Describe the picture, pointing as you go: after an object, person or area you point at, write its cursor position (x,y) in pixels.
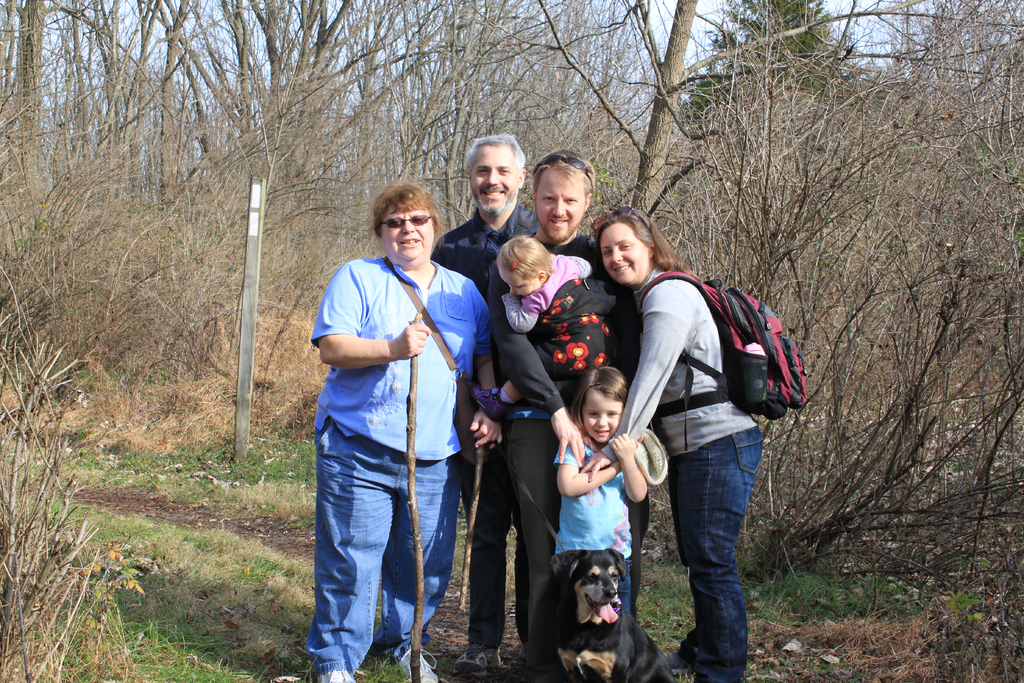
In this picture we can see two men (560,248), two woman (425,295) and two children's (577,398) standing and smiling where they are holding stick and in front of them we have dog (564,621) and in background (231,487) we can see trees (320,165), pole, path (254,515), grass (178,597).
